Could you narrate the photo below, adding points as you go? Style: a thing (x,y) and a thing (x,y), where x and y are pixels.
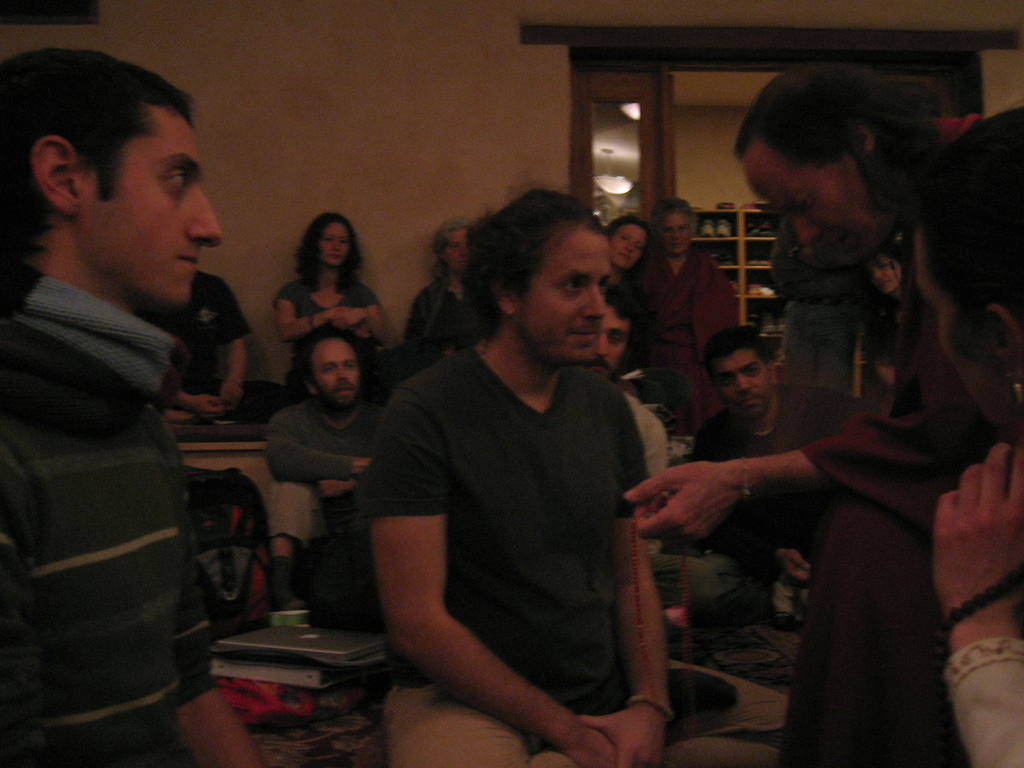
In this image we can see a few people (513,506), there are some bags (243,571), books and other objects (255,634) on the ground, in the background (765,305), we can see a cupboard (728,264), in the cupboard (775,297) we can see shoes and some other objects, also we can see the wall (915,16).
